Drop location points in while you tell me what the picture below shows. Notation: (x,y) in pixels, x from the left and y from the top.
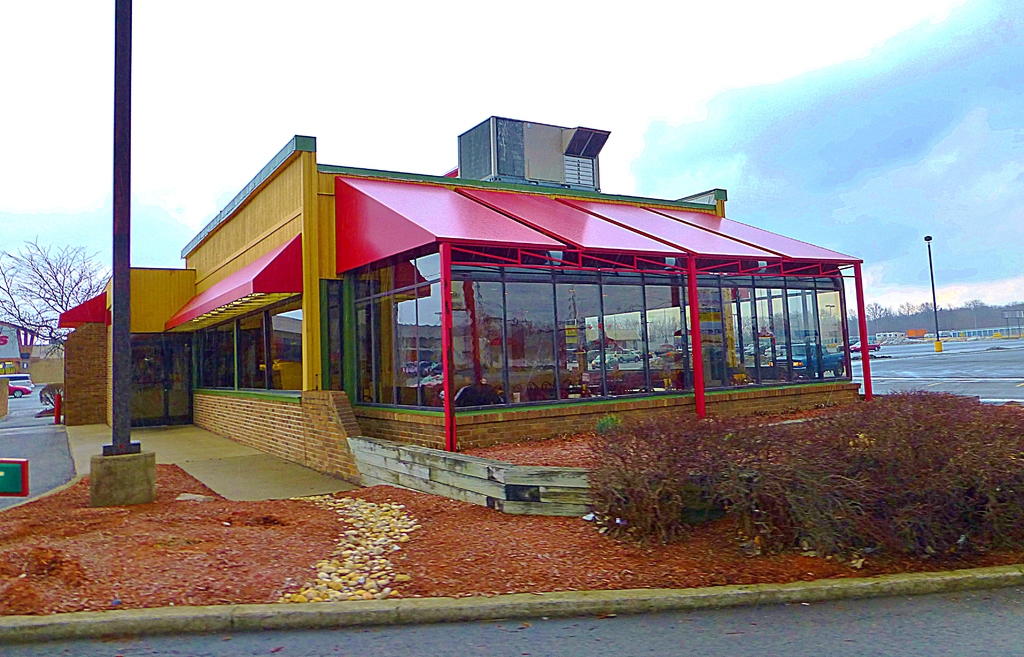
In the foreground of the picture (678,481) there are shrubs (921,476), stones (337,538), soil (305,528), pole (126,181) and building (547,373). In the background (933,288) there are trees (67,299), vehicles (923,333), pole (937,337) and some buildings (24,353). Sky (939,253) is cloudy.
